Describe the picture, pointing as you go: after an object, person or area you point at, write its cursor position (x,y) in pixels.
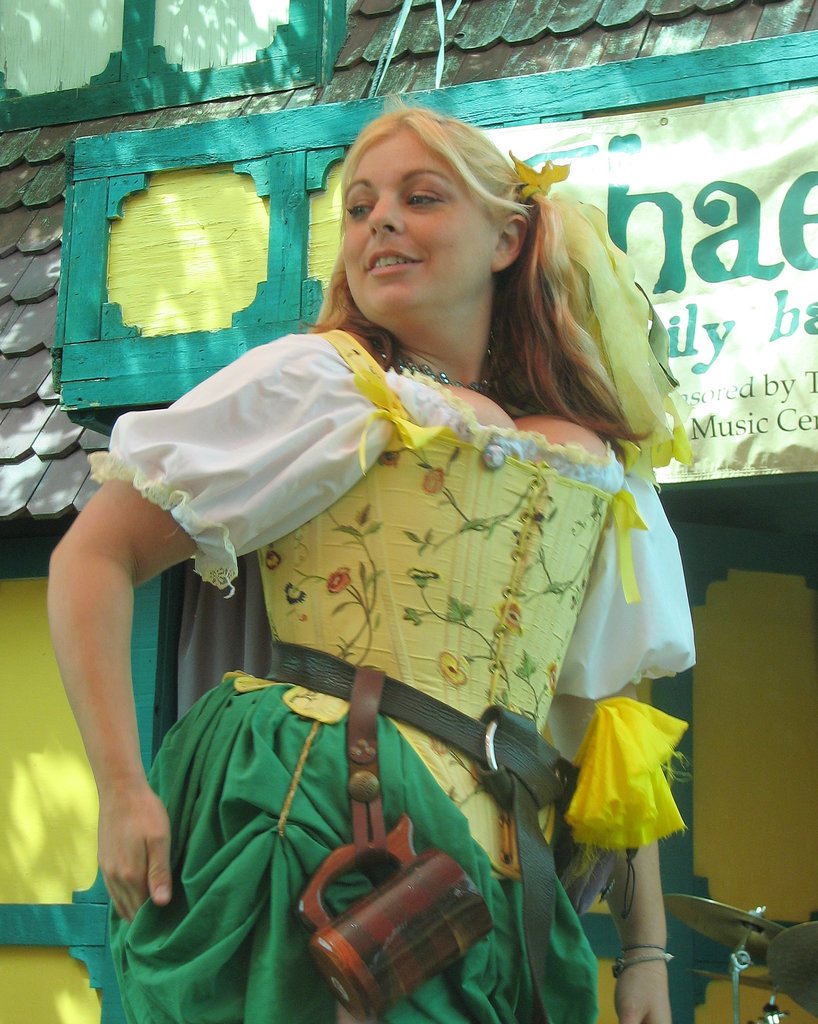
In this image there is a lady (433,666) and there is a cup (433,871) hanging to the belt (353,688) of the lady (572,614), there is a board (727,341) with some text (713,427) at the front (721,371) part of the house (721,381) and a musical instrument (766,923).
